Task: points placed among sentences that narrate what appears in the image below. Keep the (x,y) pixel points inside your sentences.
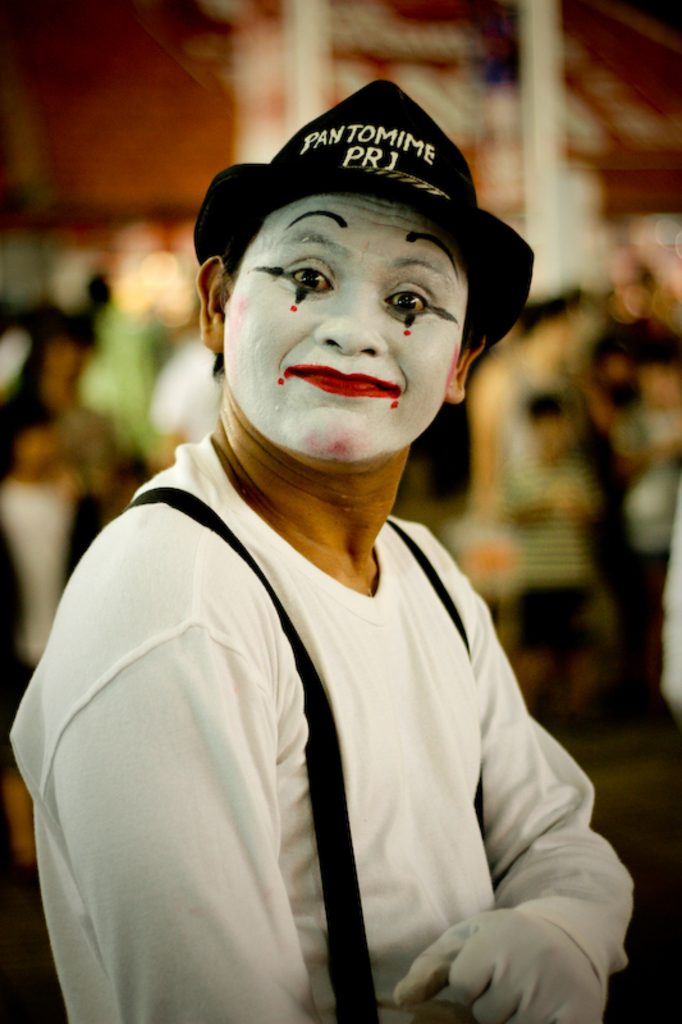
In the picture we can see a person (331,1017) standing, he is with a white T-shirt (439,766) and gloves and he is with a costume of a clown face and a black color hat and behind him we can see some people (71,433) are standing are not clearly visible.
